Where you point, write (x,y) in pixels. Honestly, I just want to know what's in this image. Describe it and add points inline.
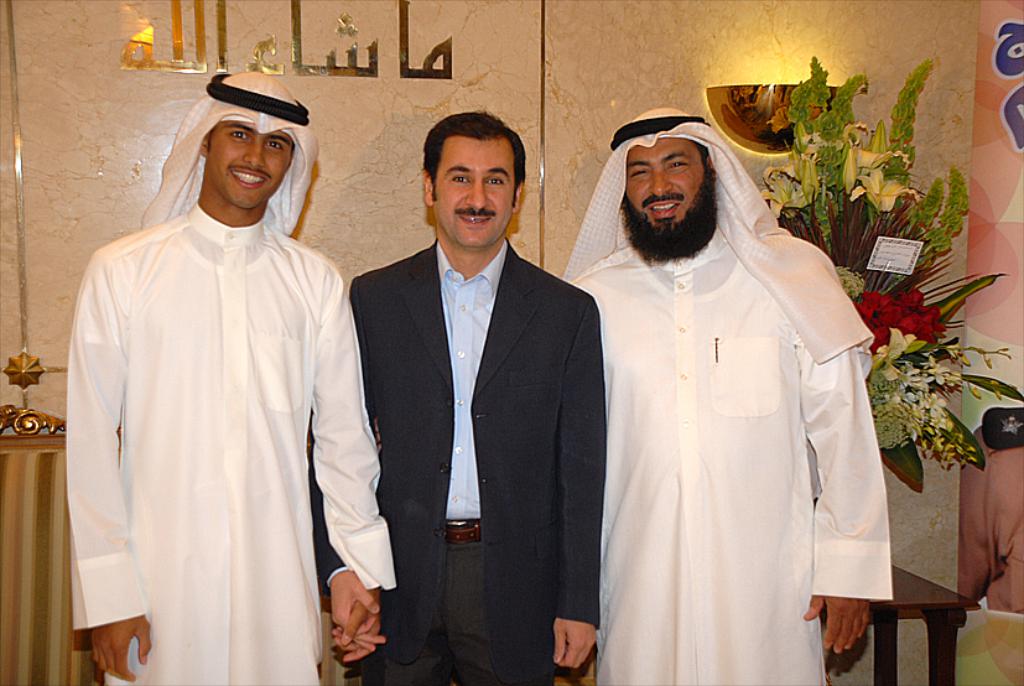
In the picture we can see three men (553,314), two are wearing white color dress (620,382) and a person (504,343) standing in the middle of the picture (543,378) and in the background of the picture (820,182) there is a wall (695,34), flower pot (839,242) and there is lamp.
